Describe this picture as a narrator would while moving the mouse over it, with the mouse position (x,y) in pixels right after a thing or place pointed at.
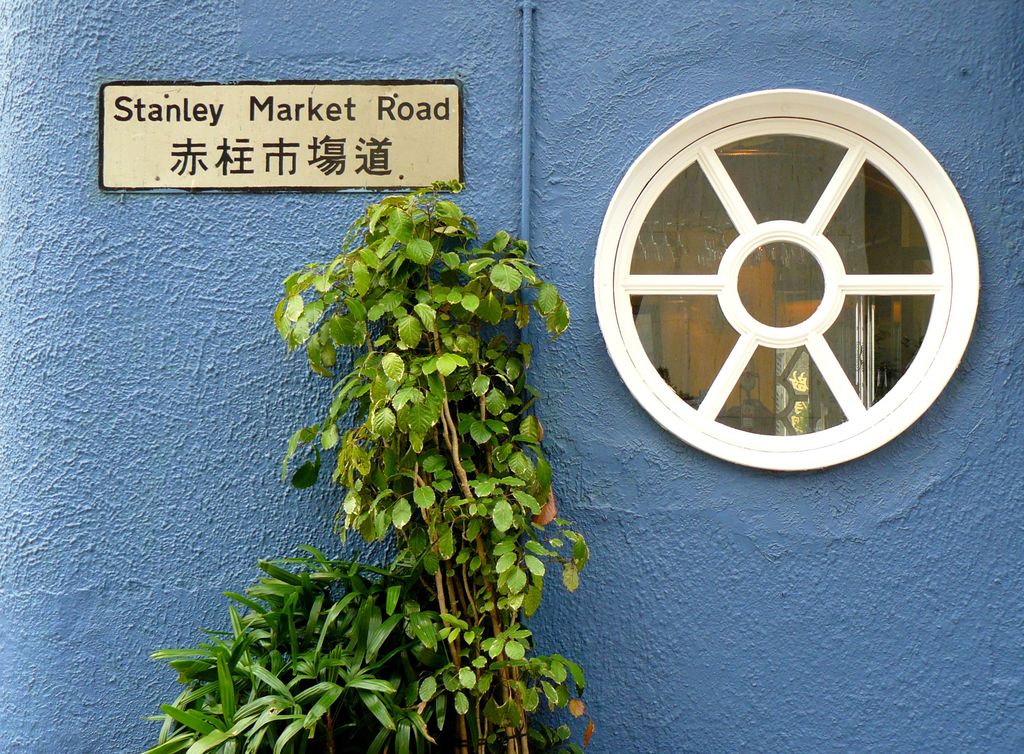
In front of the image there is a plant (411,548) with leaves (473,662). Behind the plant (493,697) there is a wall (612,93) with a board (320,137). On the board (269,139) there is text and also there is a window (693,259) which is in round shape.
